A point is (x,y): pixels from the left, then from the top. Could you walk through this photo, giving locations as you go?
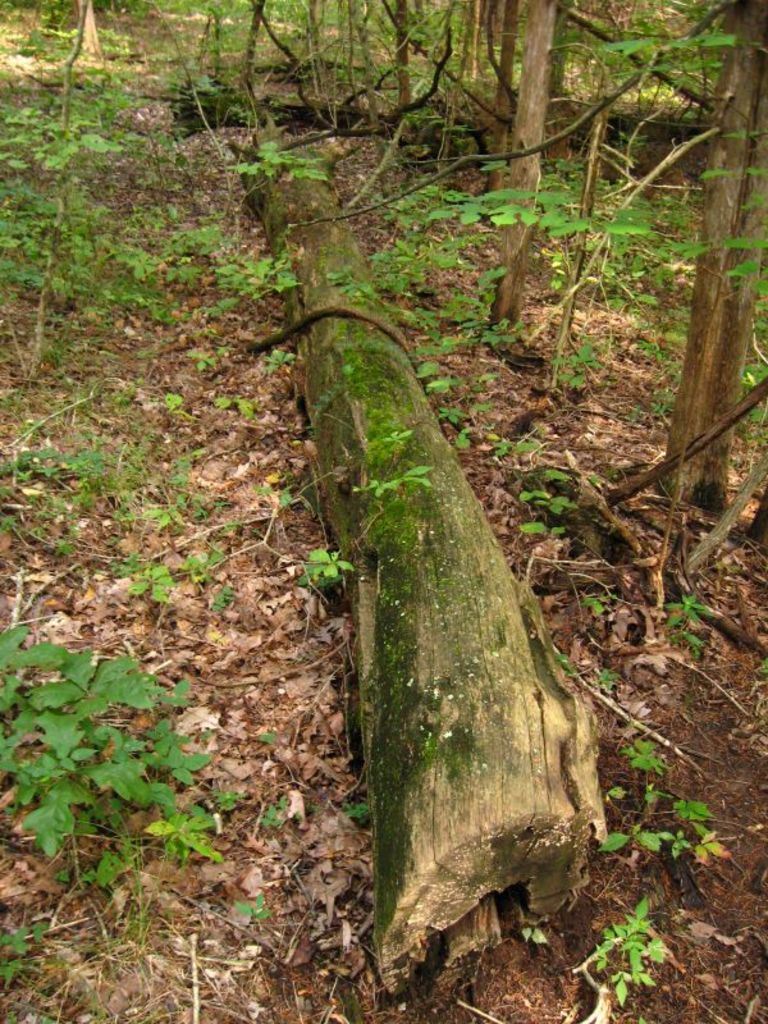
This picture shows a tree bark (334,453) on the ground (469,382) and we see trees (753,43) and few plants (12,132) and leaves (249,479) on the ground (224,573).
